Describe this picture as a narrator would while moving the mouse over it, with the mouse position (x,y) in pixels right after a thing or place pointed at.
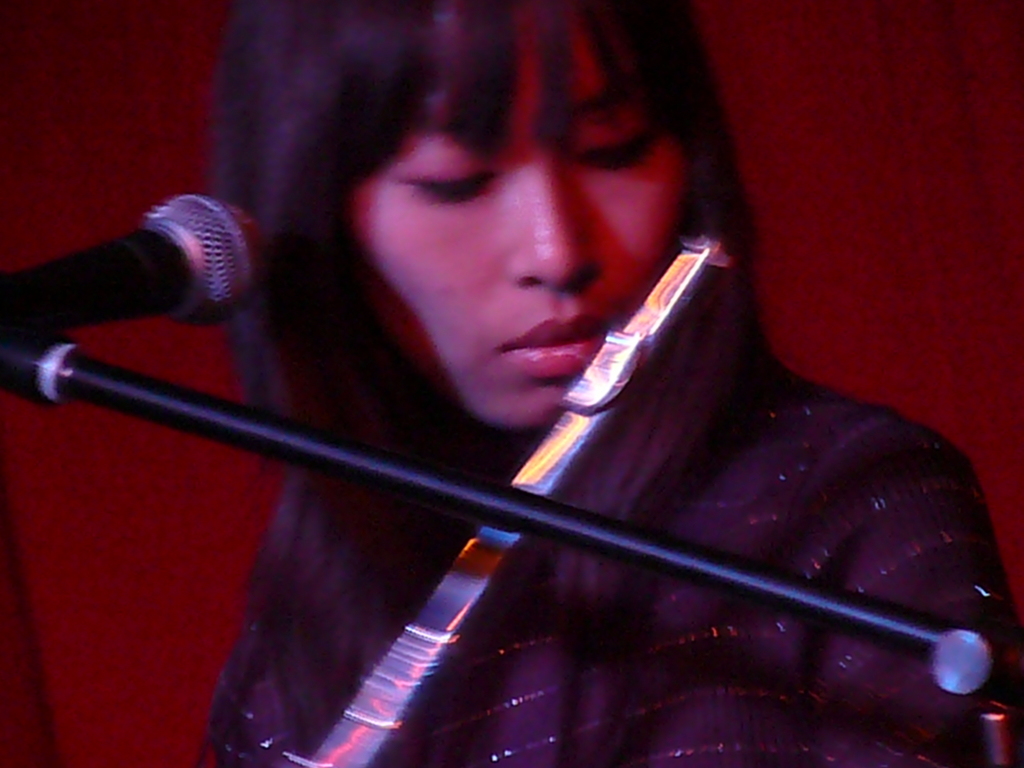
In this picture I can see a woman (569,648) playing musical instrument (490,540) and I can see a microphone (82,290) and a plain background (841,177).
